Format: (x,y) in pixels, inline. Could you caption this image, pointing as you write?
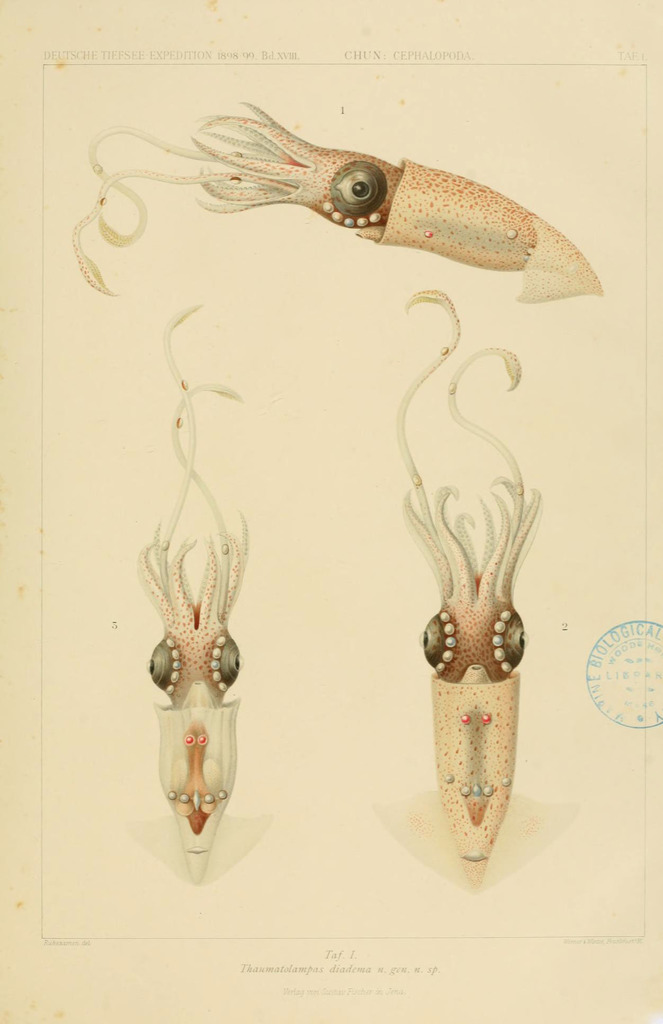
This picture is paper (362,479). In this picture we can see squid (211,698) are there. At the bottom of the image (309,967) some text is there.
